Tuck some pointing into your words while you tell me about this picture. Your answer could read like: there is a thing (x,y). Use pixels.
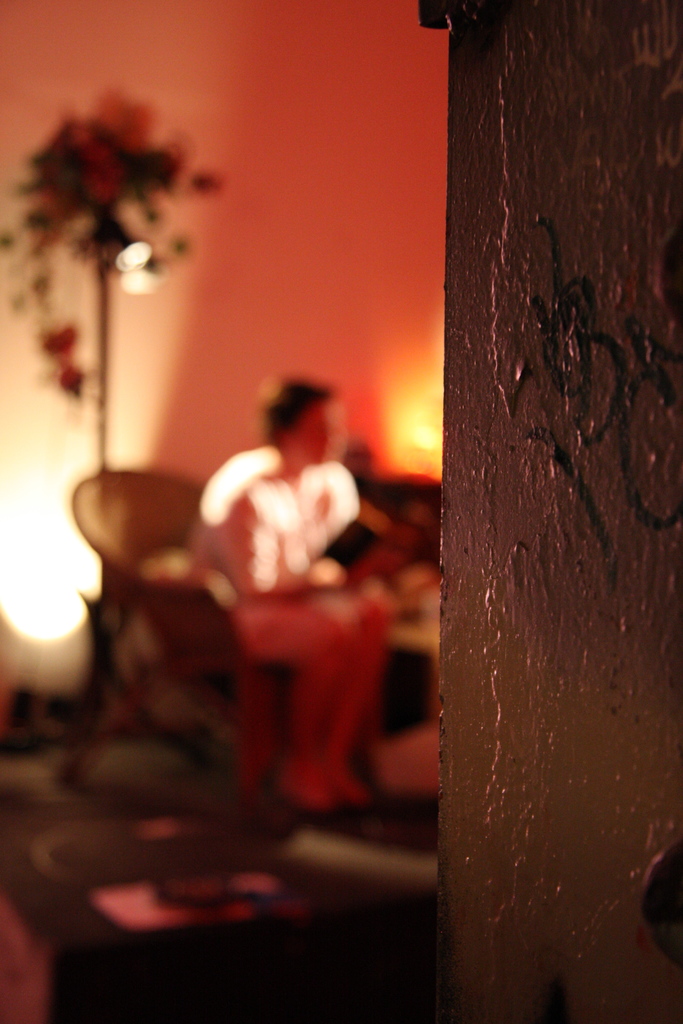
This image is taken indoors. This image is a little blurred. On the left side of the image (225,480) a man (223,545) is sitting on the chair (162,500) and there is a table (121,858) with a few things (218,912) on it. In the background (195,350) there is a wall (150,341) and there is a plant (74,226) and a lamp (81,596).
